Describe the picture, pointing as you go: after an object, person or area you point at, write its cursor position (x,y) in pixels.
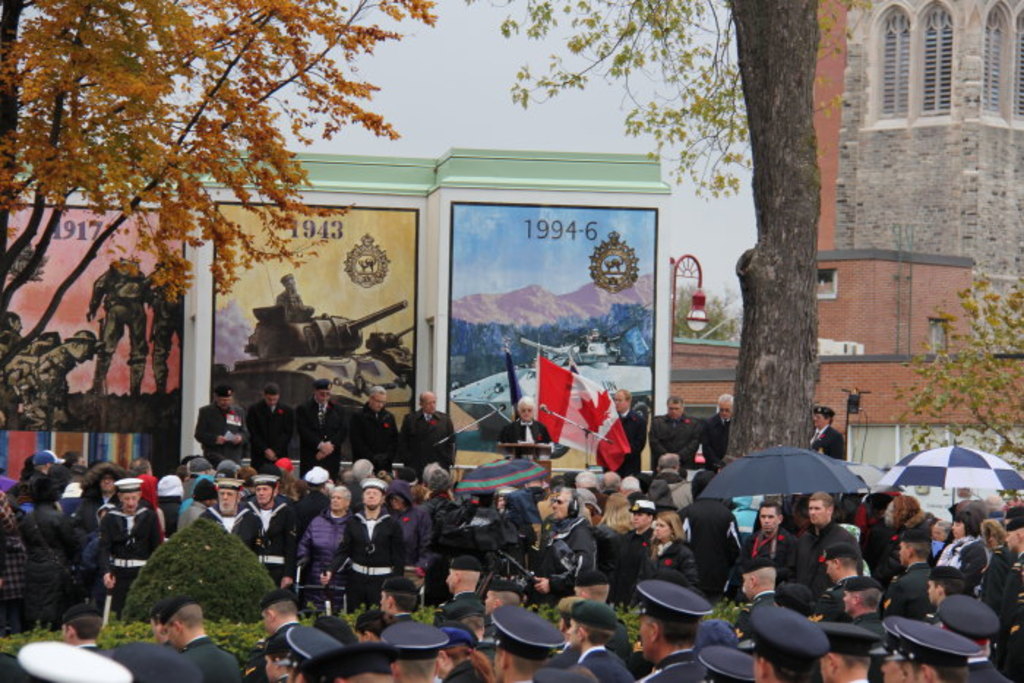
In the picture I can see a group of people (524,437). I can see a man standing in front of a wooden podium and looks like he is speaking on a microphone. I can see the army vehicle (530,383) and army people paintings (293,290) on the wall (336,273) of the building (528,210). There is a trunk (752,147) of a tree (788,237) on the right side (765,401).
